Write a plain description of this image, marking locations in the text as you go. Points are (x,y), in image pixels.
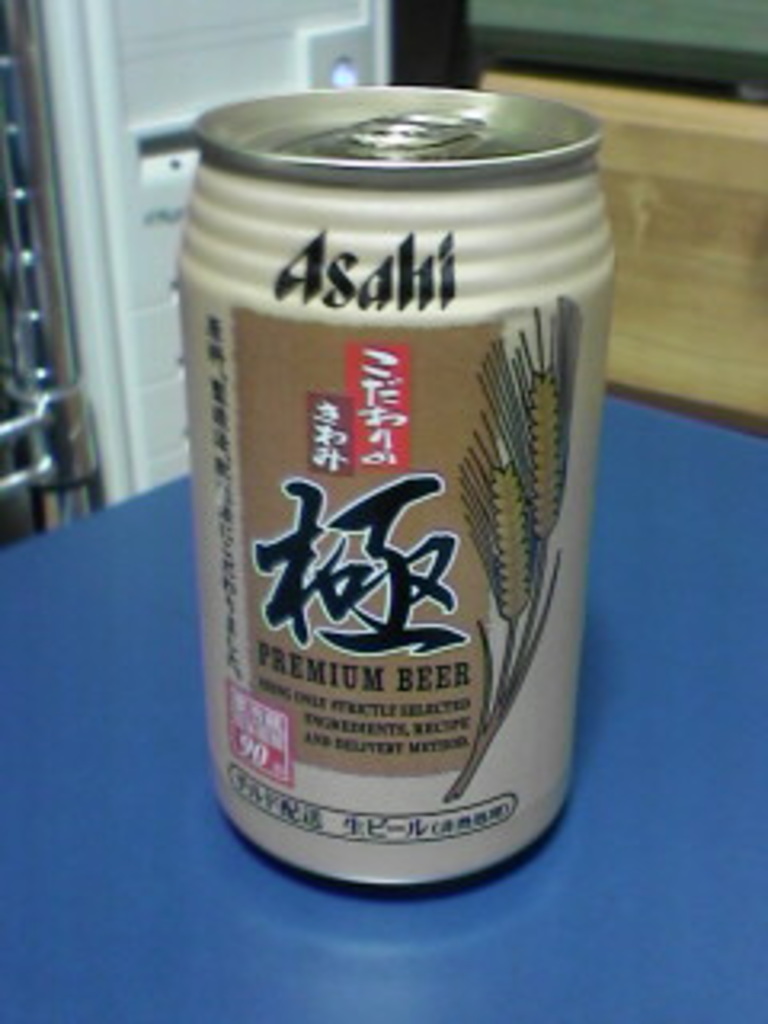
In the picture I can see a beer tin (415,542) on the table (620,657).
